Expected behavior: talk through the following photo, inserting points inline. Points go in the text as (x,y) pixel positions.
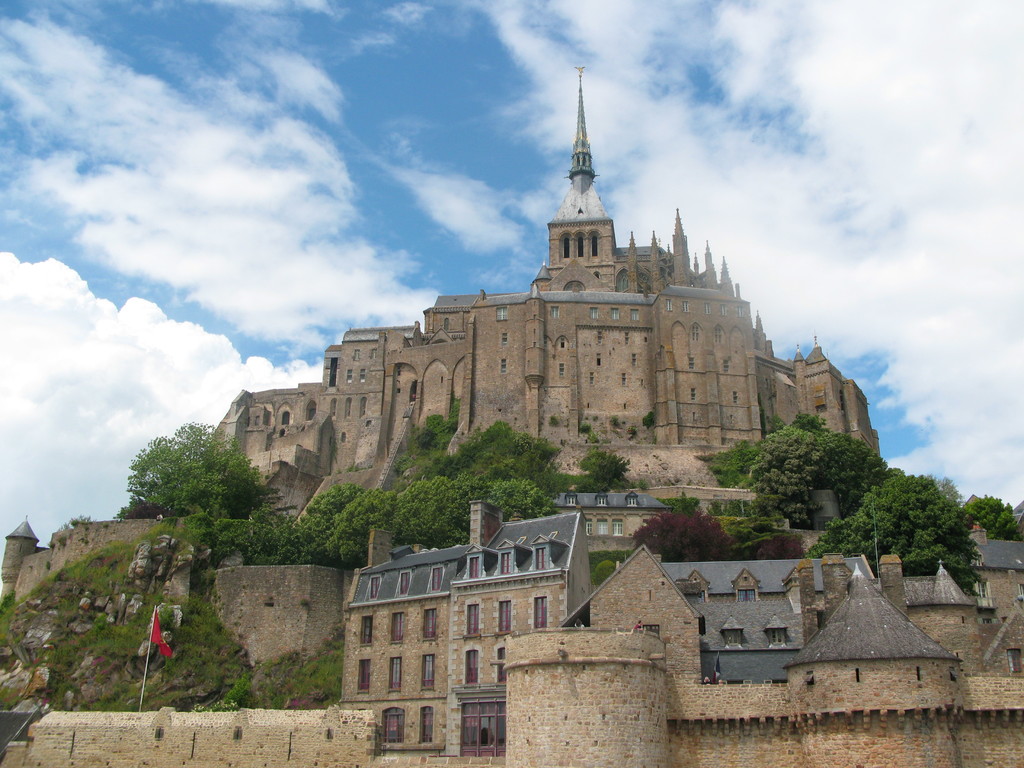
In this image there is a castle (317,456) on the hill (199,655). There are trees (413,493) and plants (214,646) on the hill (89,646). In the bottom left (151,633) there is a flag (165,653) on the wall (158,734). At the top (606,85) there is the sky (609,103).
